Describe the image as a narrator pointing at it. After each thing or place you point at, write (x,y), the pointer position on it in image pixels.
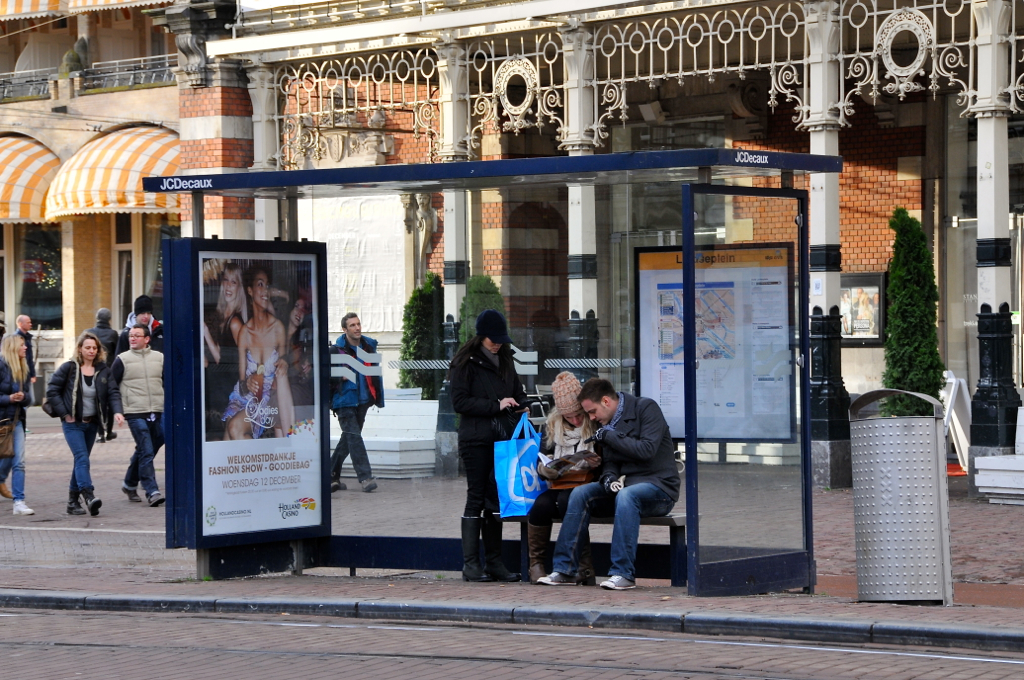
In this image, in the middle (508,319), we can see a bus stop (559,329). At the bus stop (754,373), we can see two people (624,456) man (642,461) and woman (589,551) are sitting on the bench (644,520), we can also see another person (494,558) wearing a black color dress (466,462) is standing. On the left side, we can see a group of people (333,384) are walking on the footpath (431,520). On the right side (941,540), we can see a dustbin (928,439). In the background (926,347), we can see some plants (912,271), trees (918,294) metal pole (993,339), pillars (989,359), buildings (899,183) and a group of people (354,316). At the bottom (227,480), we can see some hoardings (283,397), footpath (562,601) and a road (219,630).
